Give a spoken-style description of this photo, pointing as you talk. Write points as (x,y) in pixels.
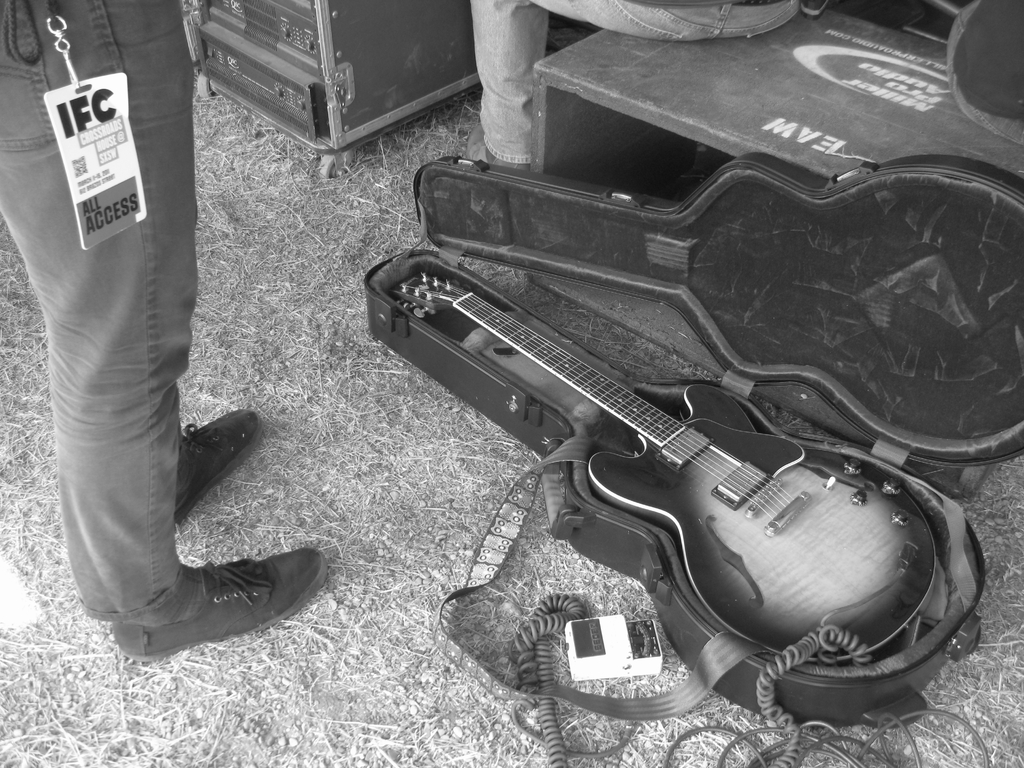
Person (105,446) standing wearing shoes (216,574), here there is guitar (688,488) and the cover (789,294), person (677,9) sitting.
